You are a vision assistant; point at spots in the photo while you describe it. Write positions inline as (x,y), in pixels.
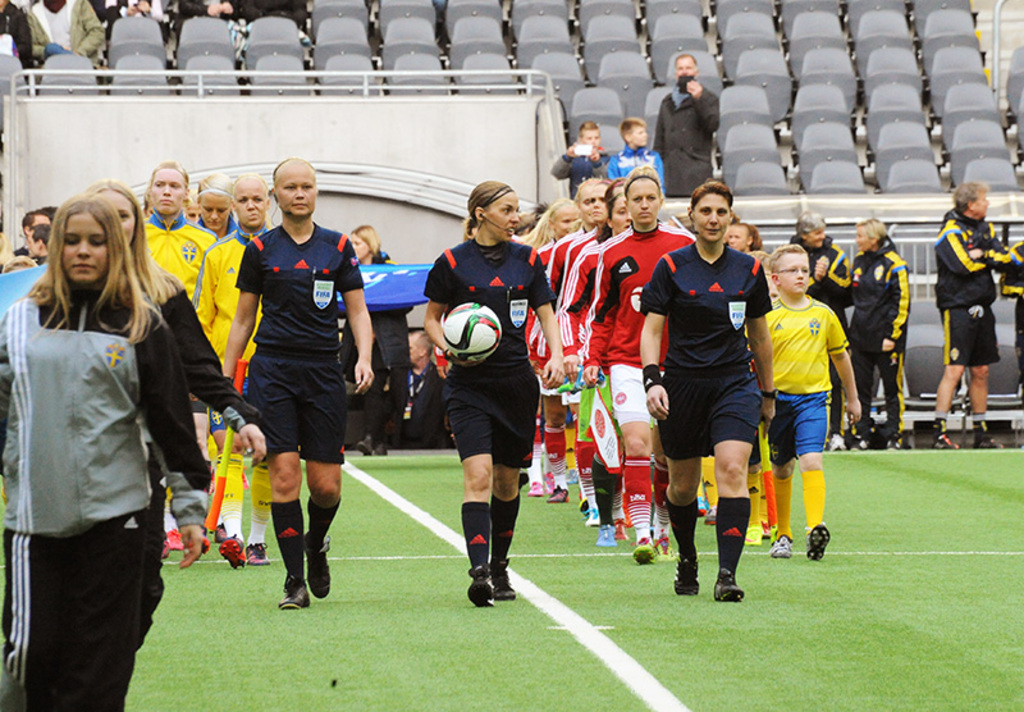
In this picture there are two rows of people (612,226) walking in a line. Before them there are three people (533,273) in blue dress (505,391), walking before them. A woman (452,278) in the middle (469,278) is holding a ball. To the left side (118,382) there is a woman (91,501) wearing grey t shirt (54,474) and black trousers (104,561). In the background (329,21) there are some people (899,325) and empty seats (880,124).
